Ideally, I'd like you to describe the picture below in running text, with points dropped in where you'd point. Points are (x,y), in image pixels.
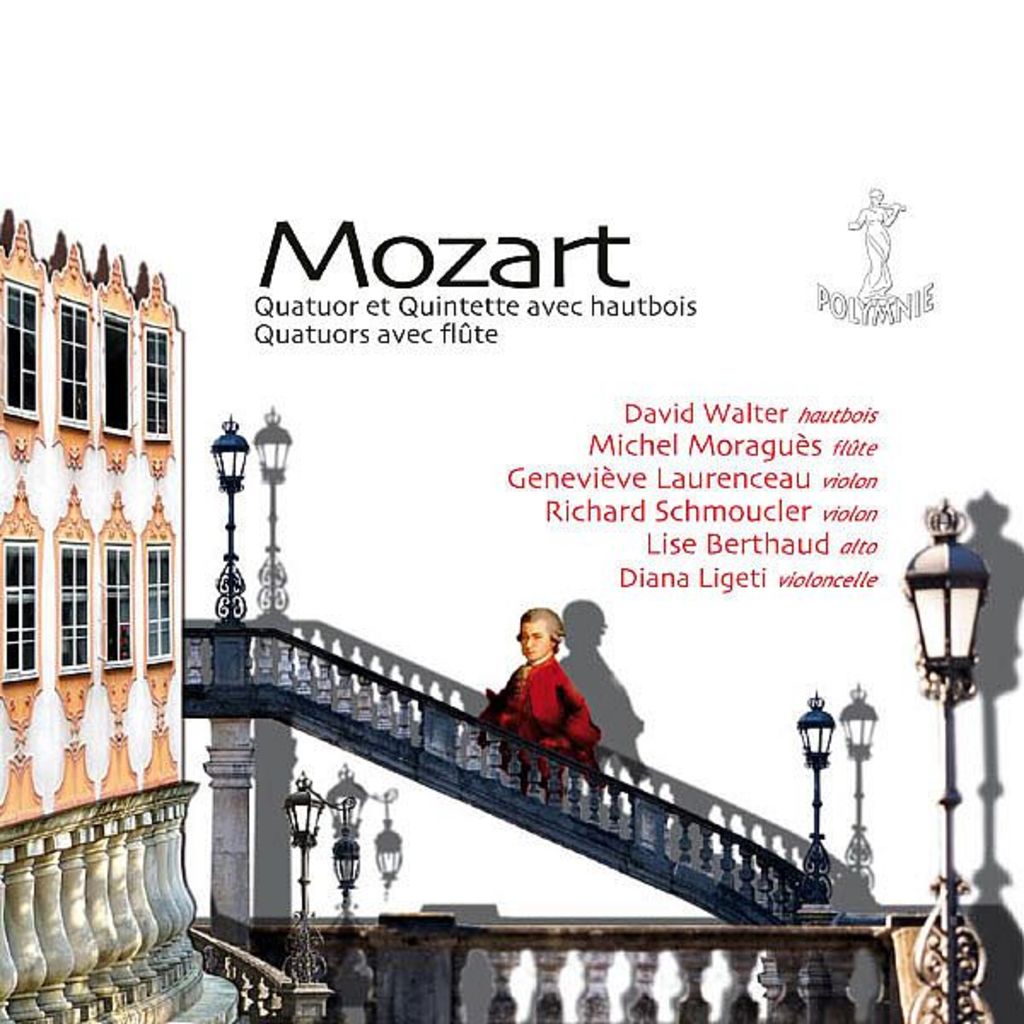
In this image we can see the depiction of a building (116,624), stairs (436,770), fence (565,926), person (551,695) and also light poles (959,648). Image also consists of red and black colored text (520,288). We can also see the logo (887,209) in this image.
